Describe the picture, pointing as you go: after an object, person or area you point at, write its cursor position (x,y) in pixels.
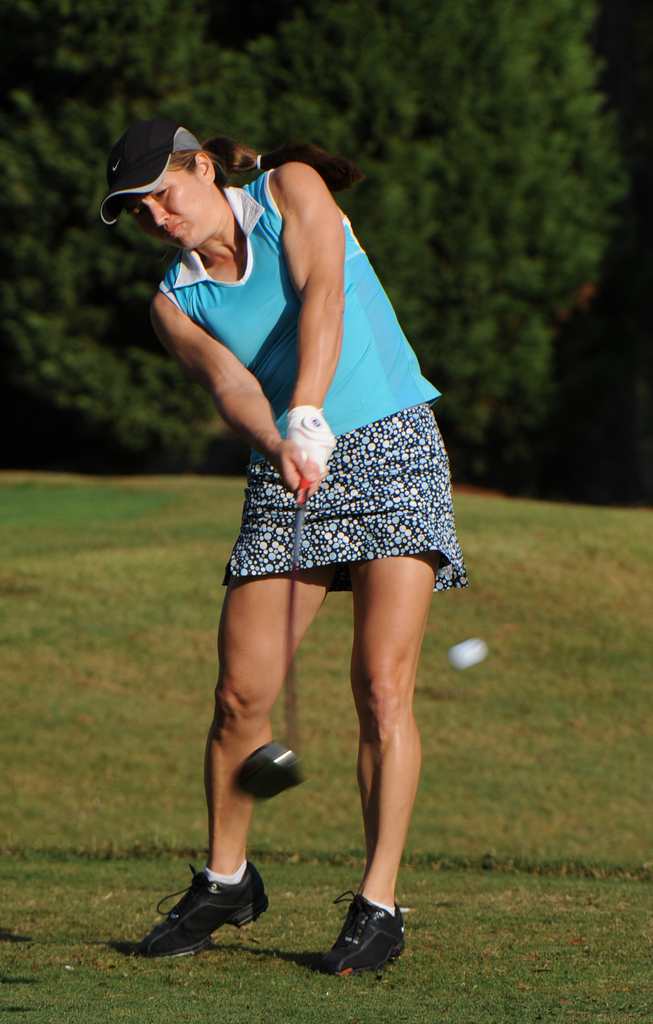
In this picture I can see there is a woman (418,476) standing here and playing golf, she is wearing a blue shirt (361,394), a skirt (387,519) and a cap (107,208). On the floor (67,921) I can find there is grass (304,869) and there are trees (446,149) in the backdrop (509,252).
